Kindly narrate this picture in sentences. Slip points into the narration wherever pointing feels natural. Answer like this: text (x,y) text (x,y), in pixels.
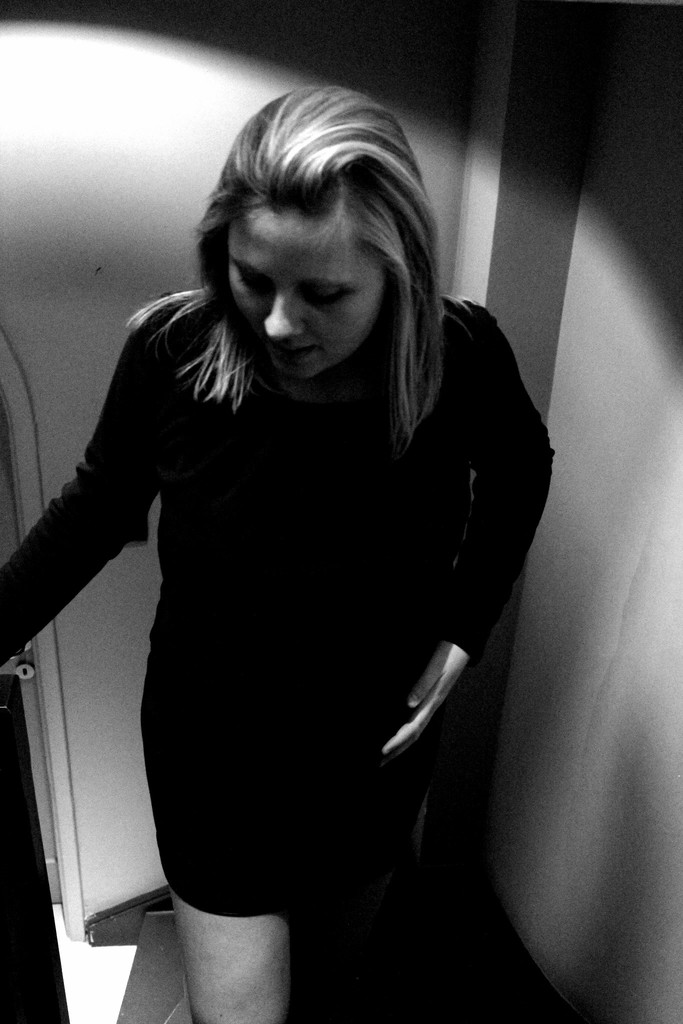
This picture is in black and white. The woman (337,503) in the black dress (198,628) is stunning. Behind her, we see a white wall (37,188).
